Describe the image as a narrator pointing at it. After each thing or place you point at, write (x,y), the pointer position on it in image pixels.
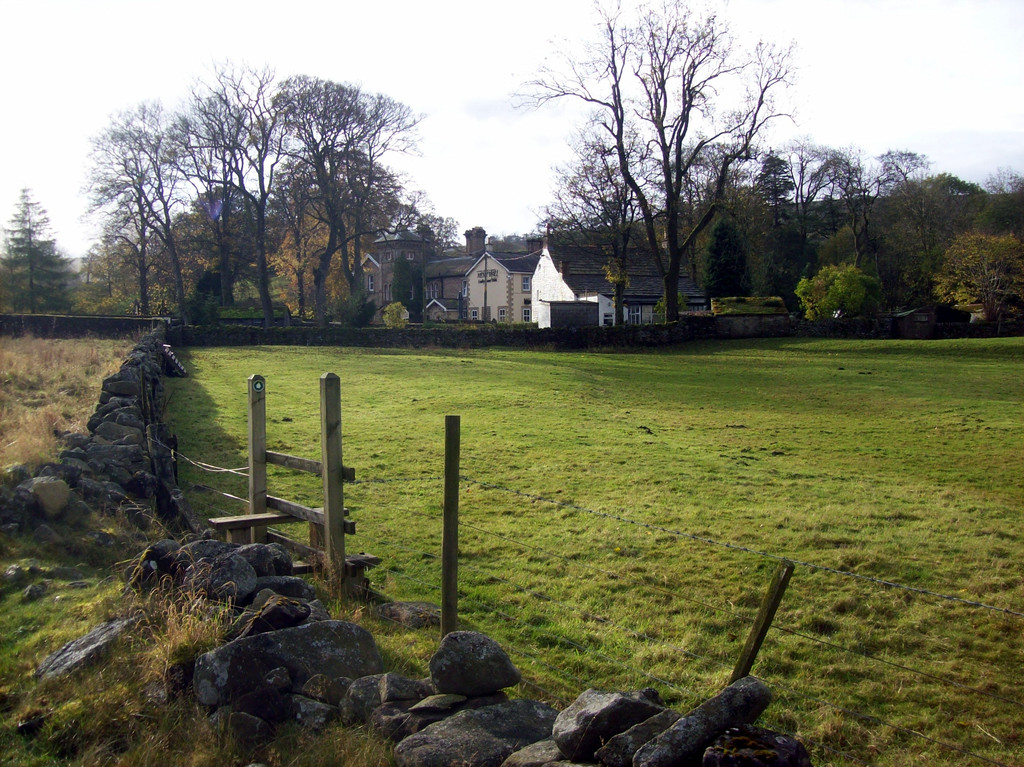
In this image we can see the roof houses (541,268), trees (747,223), fence (302,513), stones (376,686), grass (79,414) and also the wall (86,329). We can also see the sky (528,140).
